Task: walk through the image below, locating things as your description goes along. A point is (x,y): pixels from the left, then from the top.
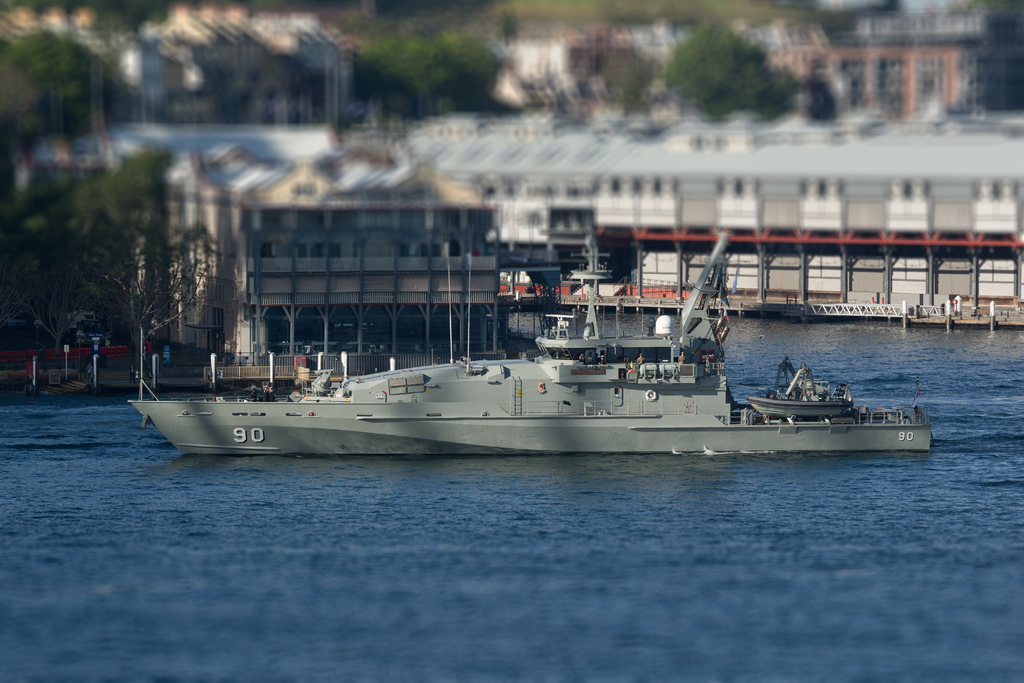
In this image there is a ship (380,441) on a river (880,392), in the background (28,220) there are trees (719,101), houses (195,221) and it is blurred.
